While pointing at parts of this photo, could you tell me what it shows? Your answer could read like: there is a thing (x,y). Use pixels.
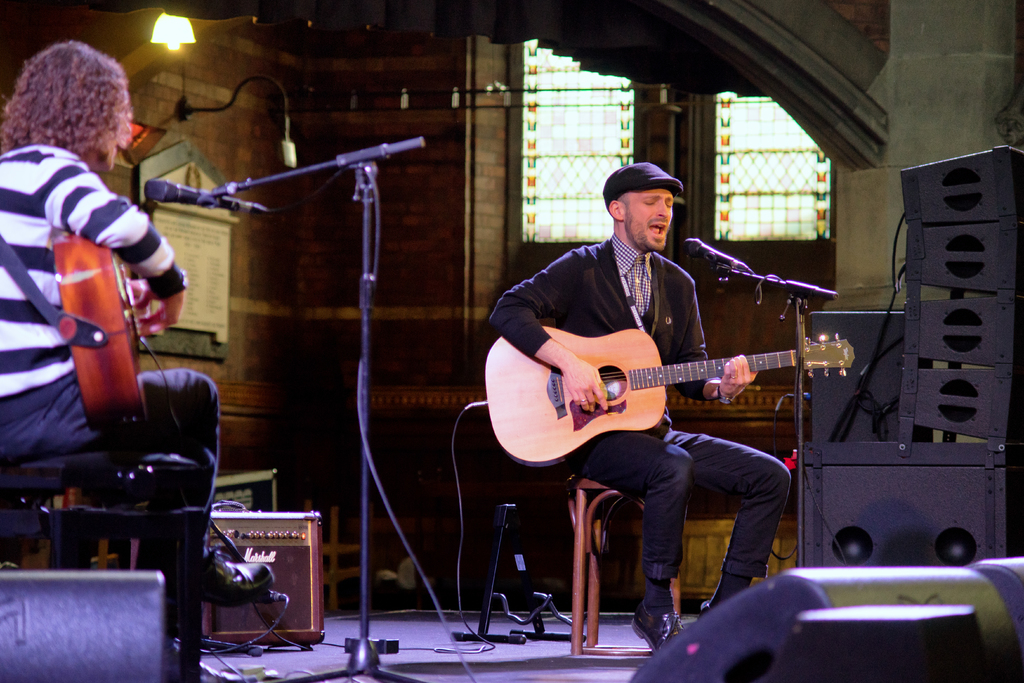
This picture shows two people (77,85) seated and playing guitar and a man (640,287) singing with the help of a microphone (730,265).
